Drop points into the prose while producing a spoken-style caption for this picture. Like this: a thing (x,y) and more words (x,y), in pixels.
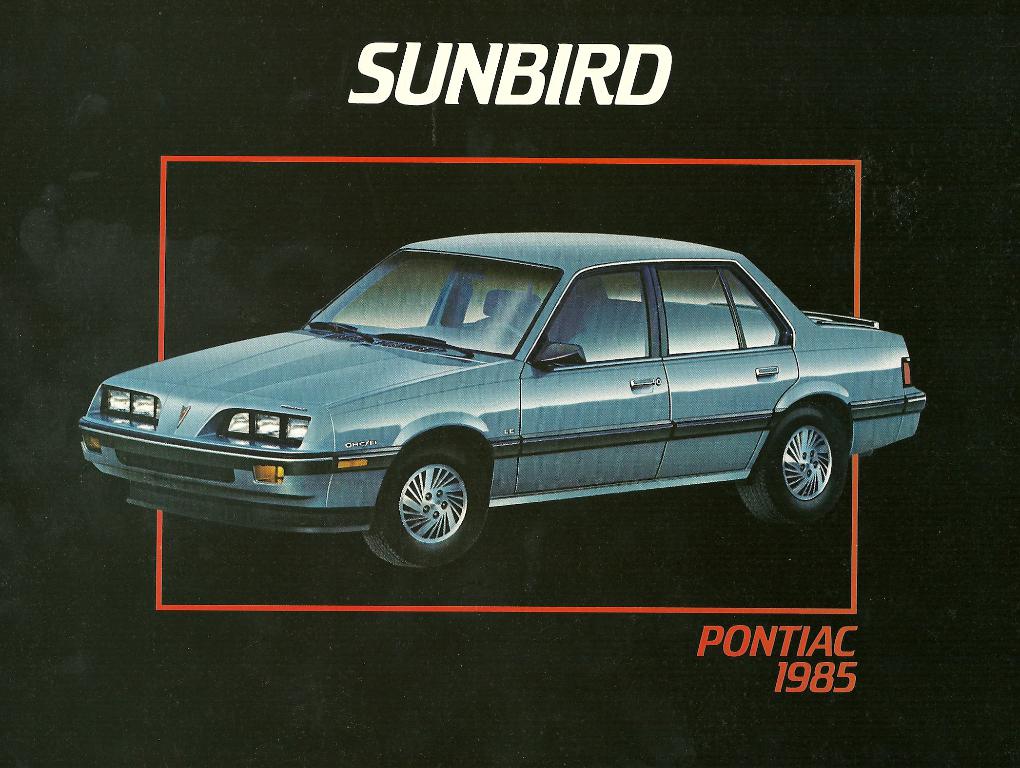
There is a image of a car (528,464) in the middle of this image (453,350). There is some text (534,67) written at the top of this image (543,86) and bottom of this image (769,637) as well.
